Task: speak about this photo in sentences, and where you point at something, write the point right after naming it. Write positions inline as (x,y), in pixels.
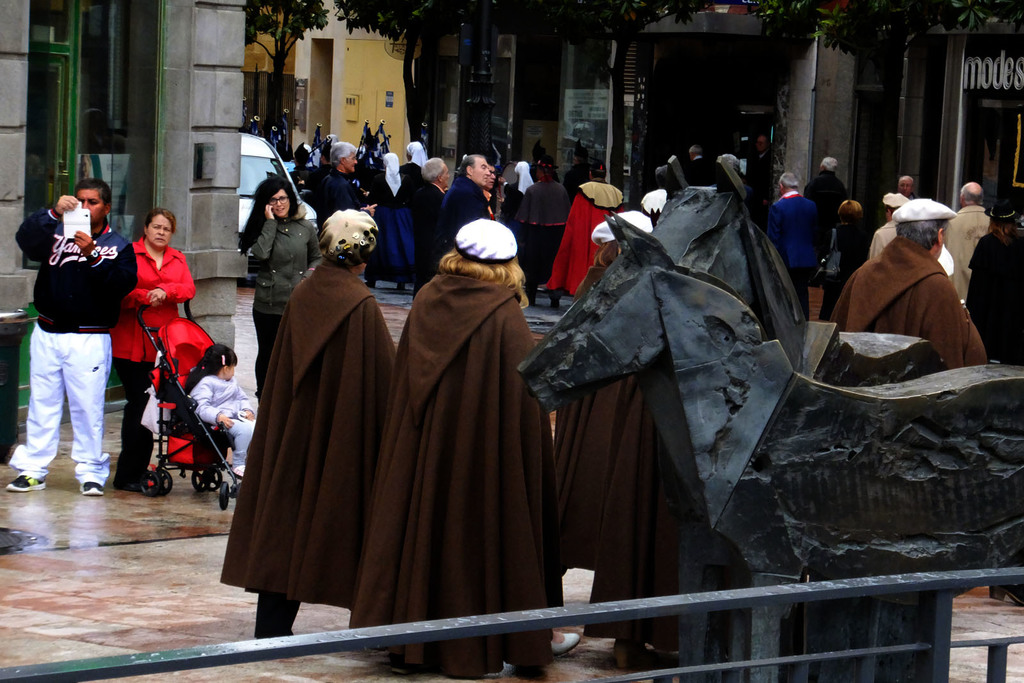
In this image, there are groups of people (334,263) standing. At the bottom of the image (440,639), I can see an iron grill (913,580). There are two statues (770,443) of the animals (743,268), which are behind an iron grill (809,585). In the background (343,85), I can see the trees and buildings (152,146). There is a car (250,203), which is behind a building (206,178). On the left side of the image (162,487), I can see a stroller (180,431) with a kid (228,392) sitting in it.
